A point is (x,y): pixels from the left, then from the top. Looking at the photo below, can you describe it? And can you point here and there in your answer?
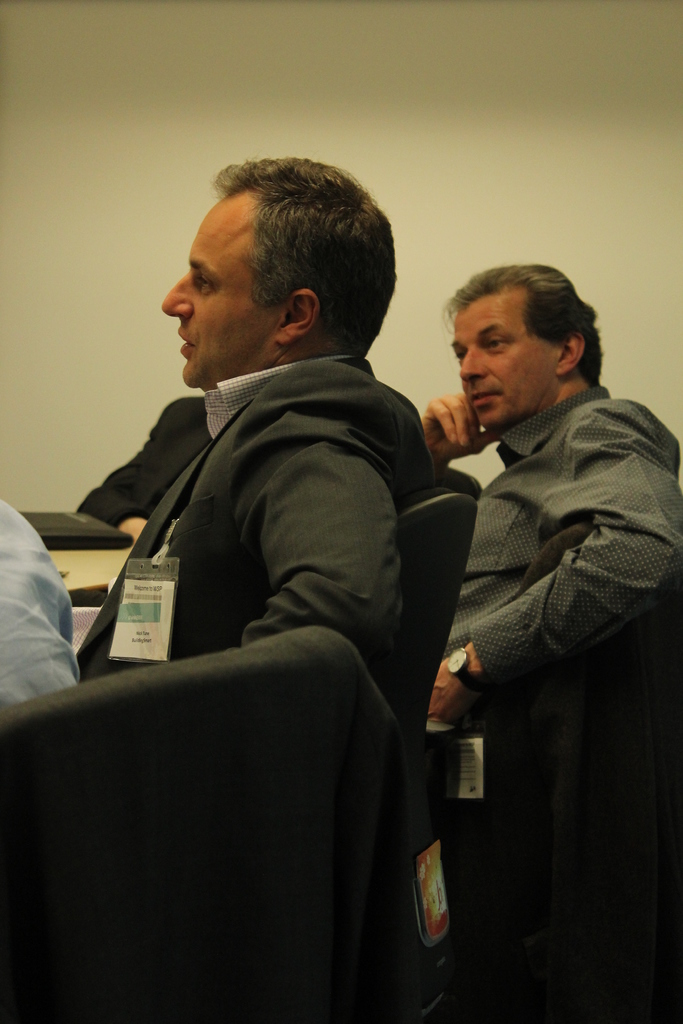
This image consists of few persons (243,489). In the front (304,572), the man (296,557) is wearing a black suit (212,585) and a tag (144,592). The chairs (202,909) are in black color. In the background (190,172), there is a wall (161,187).
